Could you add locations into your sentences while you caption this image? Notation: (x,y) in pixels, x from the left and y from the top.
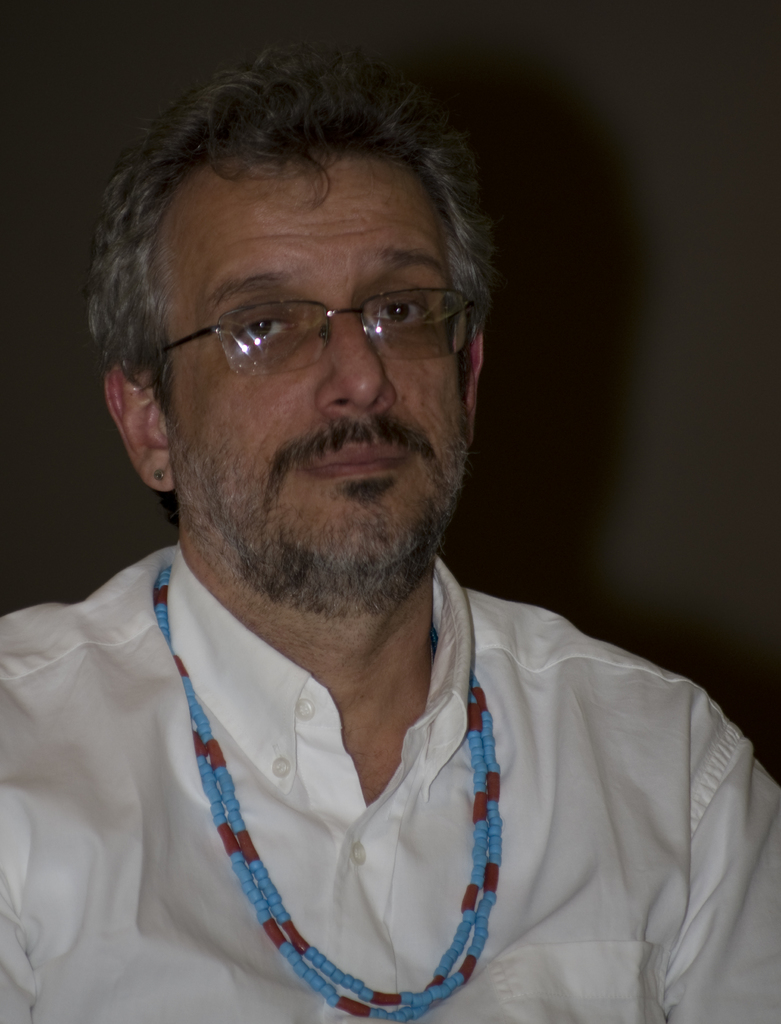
In the picture I can see the person (324,645) wearing spectacles (282,310) and jewelry (435,638).
